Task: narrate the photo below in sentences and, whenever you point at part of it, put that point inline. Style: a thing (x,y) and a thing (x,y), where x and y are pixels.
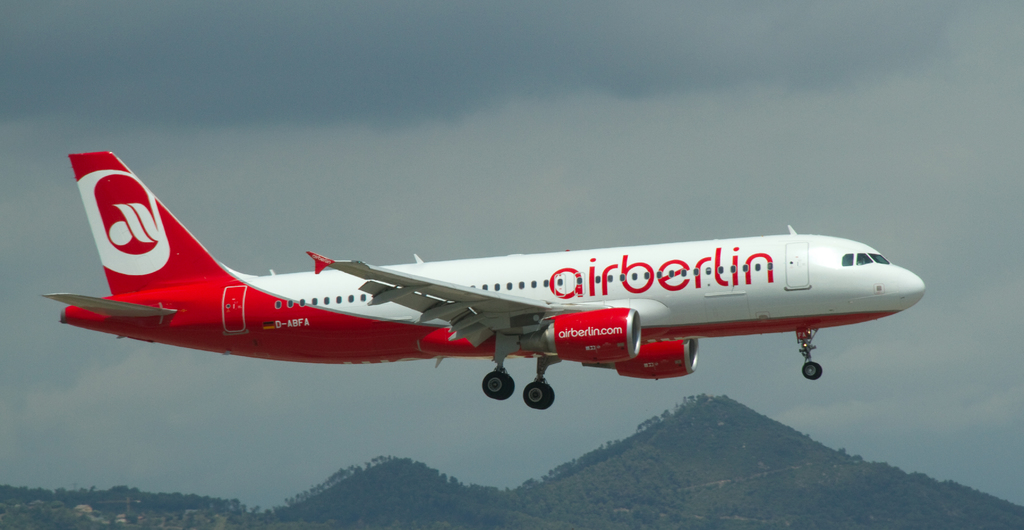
In the image we can see there is an aeroplane (522,322) flying in the sky (979,233) and its written ¨Air Berlin¨ on the aeroplane (670,297). Behind there are hills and there is a cloudy sky (491,154).
